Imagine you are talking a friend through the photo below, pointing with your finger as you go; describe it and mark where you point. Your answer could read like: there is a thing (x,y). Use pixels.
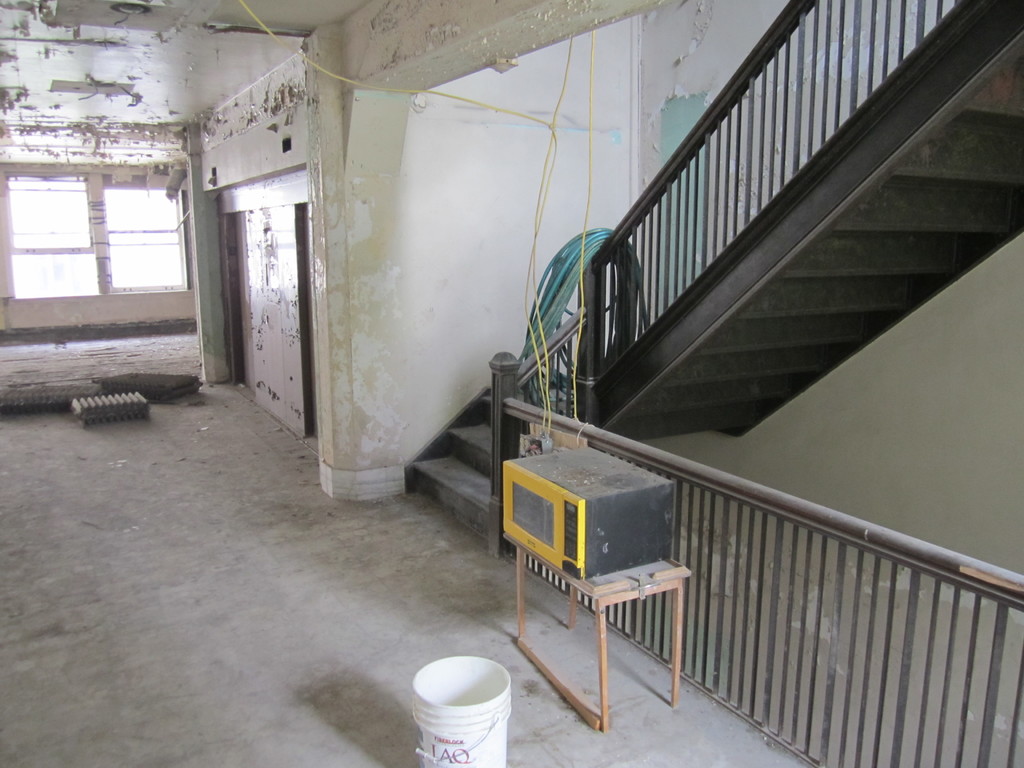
In this image, we can see the interior view of a room (444,456). We can see the ground (167,463) with some objects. We can see the railing (541,576) and some stairs (965,252). We can see a table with an object (600,509). We can also see a bucket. We can see the wall (477,204) and some windows (150,210). We can see the roof (215,81). We can see some wires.
